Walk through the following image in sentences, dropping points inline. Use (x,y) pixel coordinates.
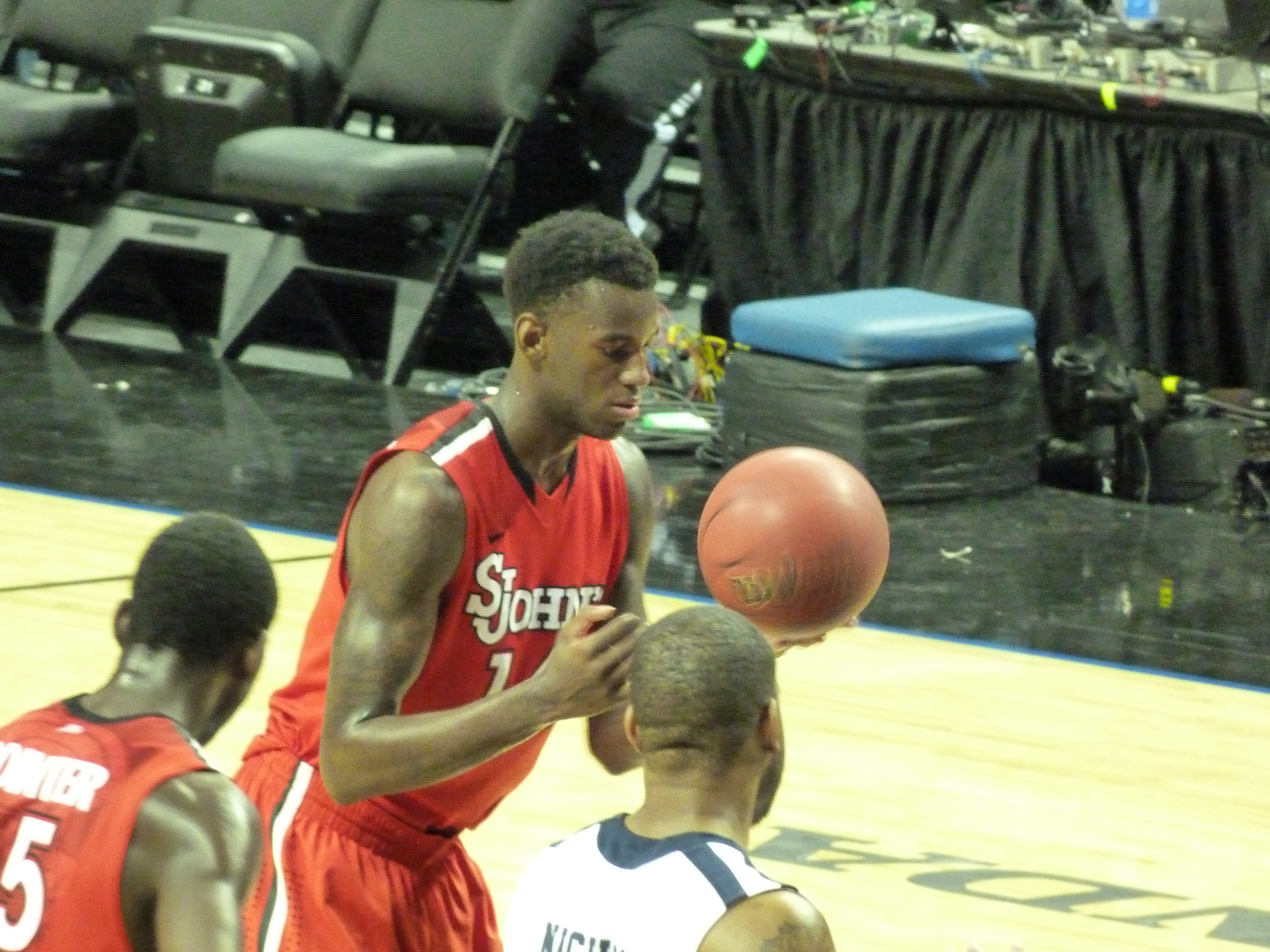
In this picture we can see three people (317,866), here we can see a ball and the ground (554,781) and in the background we can see chairs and some objects (1122,180).
